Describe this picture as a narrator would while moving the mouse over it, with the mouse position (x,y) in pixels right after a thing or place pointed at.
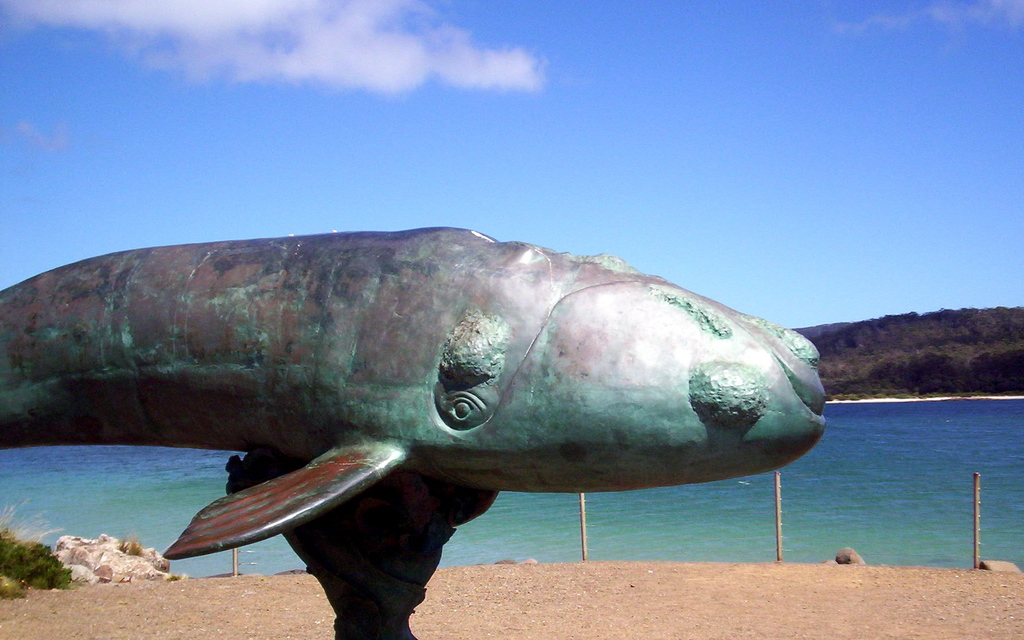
In this picture we can see statue (391,378), poles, water (18,509) and grass (69,580). In the background of the image (914,361) we can see trees (997,368) and sky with clouds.
